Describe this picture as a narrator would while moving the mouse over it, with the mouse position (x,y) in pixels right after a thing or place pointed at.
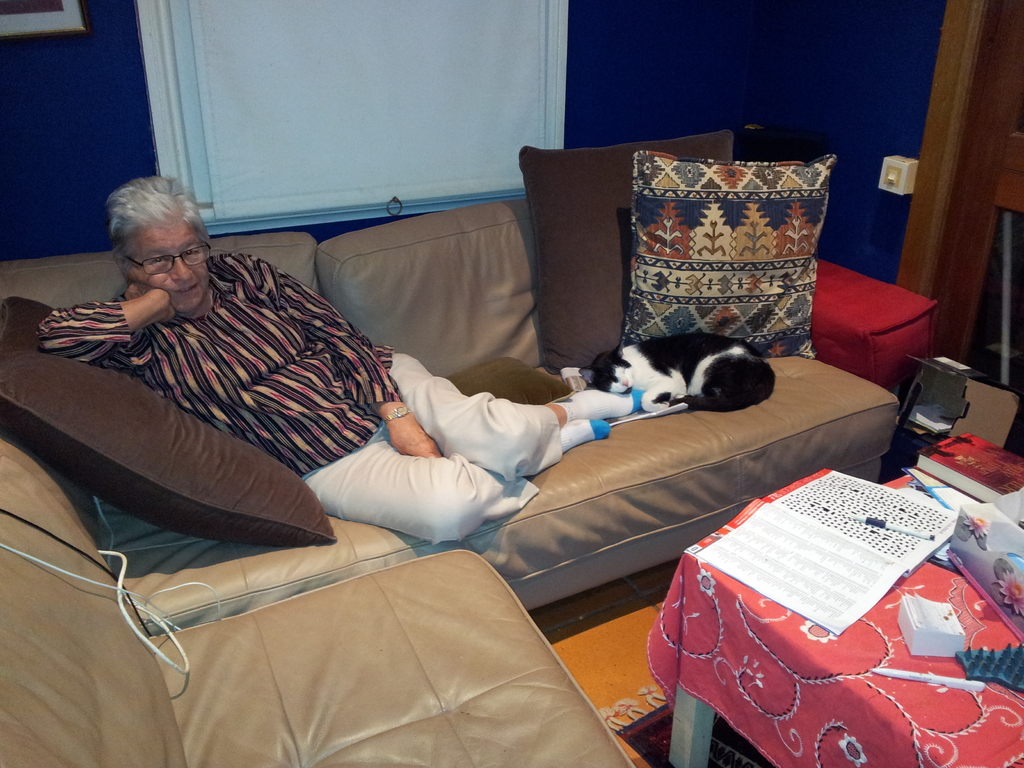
There is a person (223,339) and a cat (729,406) on the sofa (391,552). Here we can see pillows (673,294), tablecloth (879,720), books (781,554), and markers (947,682). This is floor (596,661). In the background (70,11) we can see a frame (58,16) and a wall (783,101).
